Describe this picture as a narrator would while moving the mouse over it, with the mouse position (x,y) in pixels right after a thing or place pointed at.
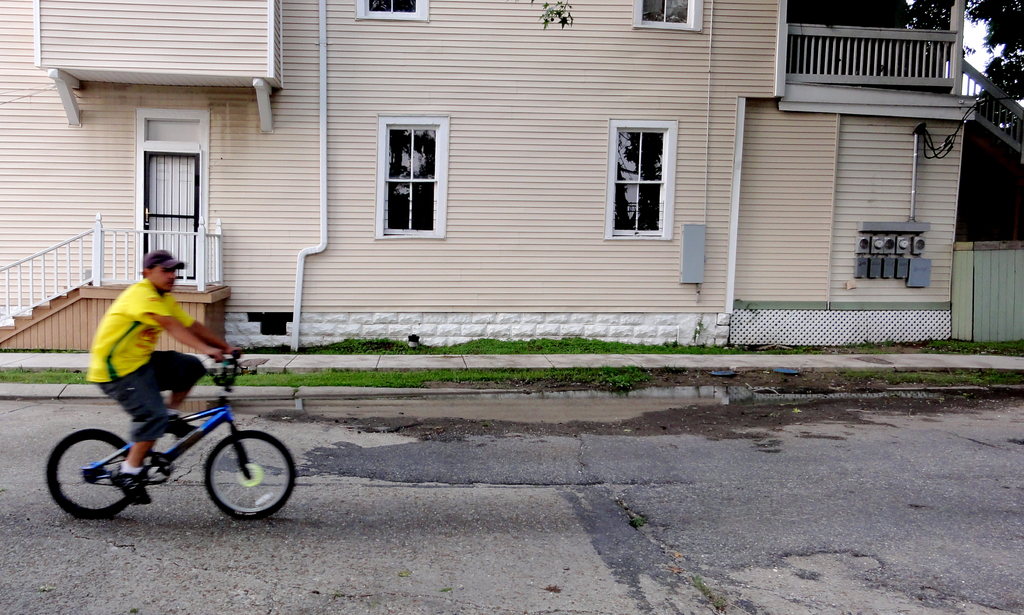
It is a picture were taken outside of the house (835,323) and one man (141,336) in yellow shirt (147,349) and shorts (143,430) is riding a cycle (270,454) and behind the person (159,315) there is a big house (611,104) and some trees (925,17) are present and there are stairs (73,294) in front of the door (147,212) and there are windows (433,217).
